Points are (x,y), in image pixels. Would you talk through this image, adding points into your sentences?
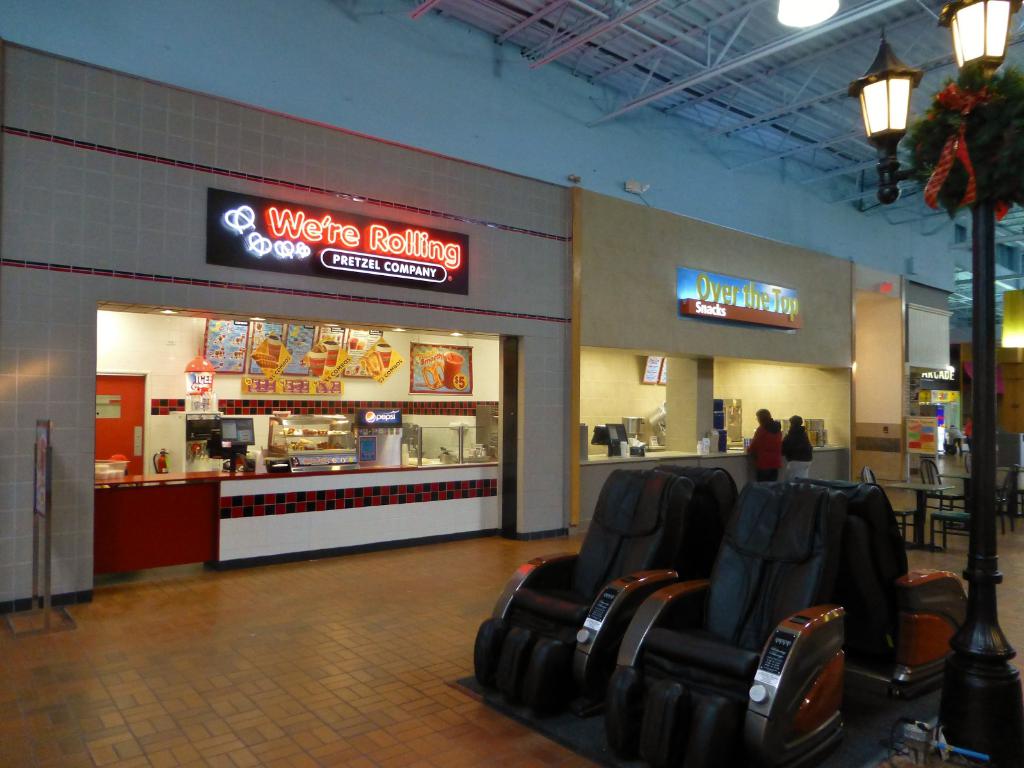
In this image, we can see two stalls (660,420). There is a pole (983,366) on the right side of the image (993,367). There are two persons (809,453) standing in front of the stall (827,382). There are chairs (705,632) in the bottom right of the image (773,612). There is a light (794,18) hanging from the ceiling (667,66).
